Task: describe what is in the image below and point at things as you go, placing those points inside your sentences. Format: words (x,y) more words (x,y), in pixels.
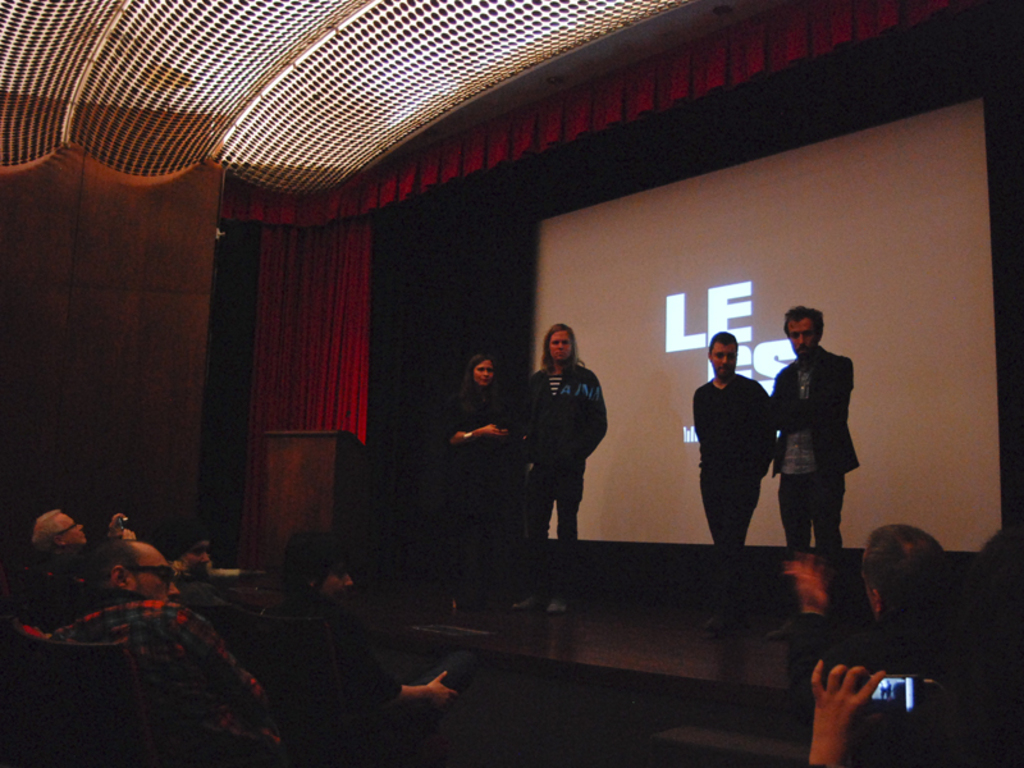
In this image, we can see few people (597,376) are standing on the stage (630,638). At the bottom of the image (998,747), we can see a group of people (224,640) are sitting. Here we can see seats (41,742). On the right side (909,709) bottom corner of the image (897,689), a person (844,701) is holding a mobile (884,700). Background (611,355) we can see screen (692,278), curtains (316,418), podium (312,455) and wooden wall (180,368). Top of the image (136,166), we can see decorative object (248,81).
